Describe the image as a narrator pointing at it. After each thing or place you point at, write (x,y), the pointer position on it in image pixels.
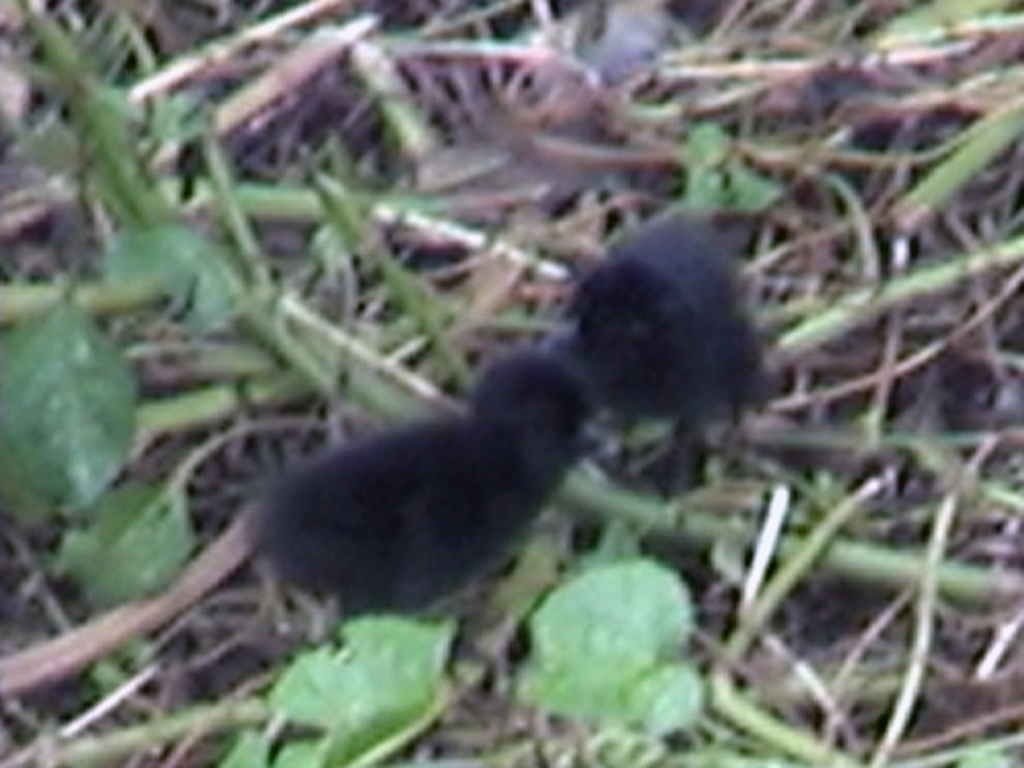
In the center of the image (527,425) there are birds (739,310). At the bottom (327,660) we can see grass (711,659).
